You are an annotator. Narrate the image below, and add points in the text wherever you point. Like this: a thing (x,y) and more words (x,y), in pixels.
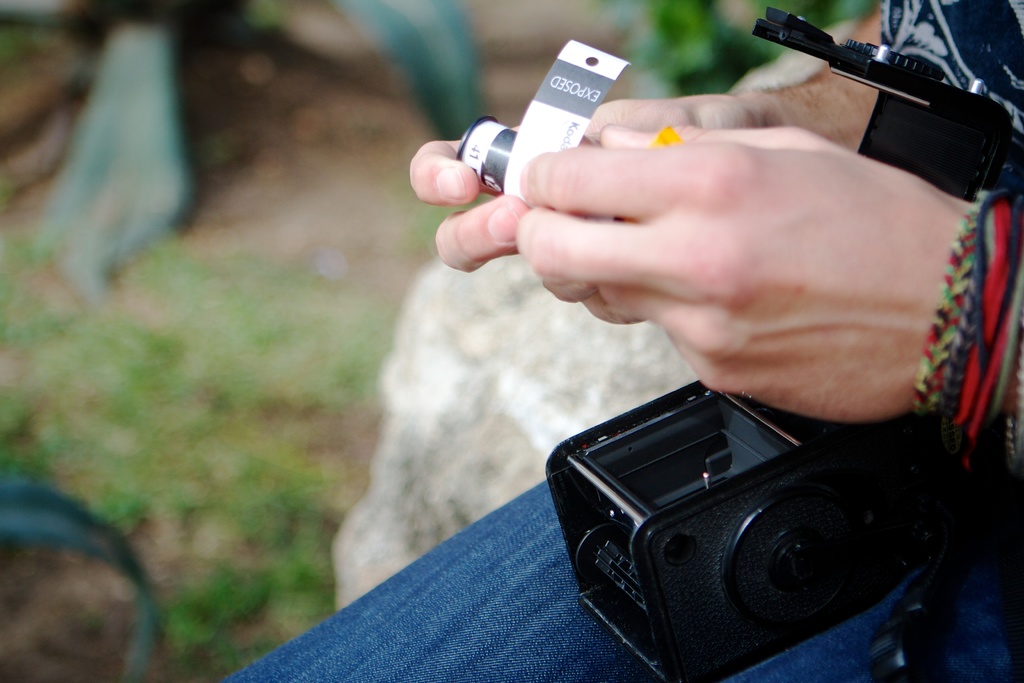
In this image we can see a person (729,158) holding a camera film (536,124). On the lap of the person (763,382) there is a camera (798,493). In the background (262,243) it is blur.
